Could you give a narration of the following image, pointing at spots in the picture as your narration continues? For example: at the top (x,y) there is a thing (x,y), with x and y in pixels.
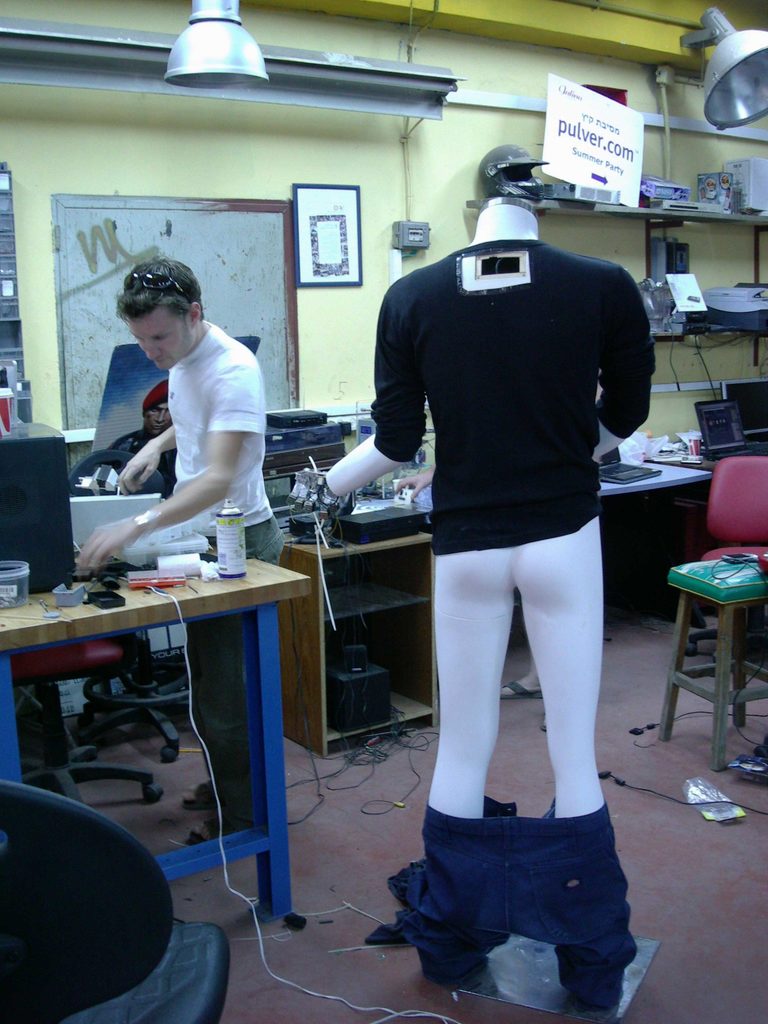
This image is clicked in a room (634,247). There are lights (721,90) on the top (742,41). There is photo frame (331,285) in the middle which is on the wall (305,170), there is a person (267,551) on the left side (229,466). On the left side (252,739) there is a table (236,607) on which we have a spray bottle (224,537), tissue roll (179,563), box (47,582) and chair (131,874) in the left bottom corner (90,881) and there is a mannequin (488,846) in the middle (491,420) for which there is black dress (569,461) and there is chair (725,506) on the right side (714,525) too. There is also a stool (679,677). There are wires (319,789) in the bottom (706,712). In the middle (363,611) there is a table (433,601) and some machinery (335,445) is on the table (318,708). On the right side (753,254) there are so many shelves (762,334) on which there are some machinery (734,312).
